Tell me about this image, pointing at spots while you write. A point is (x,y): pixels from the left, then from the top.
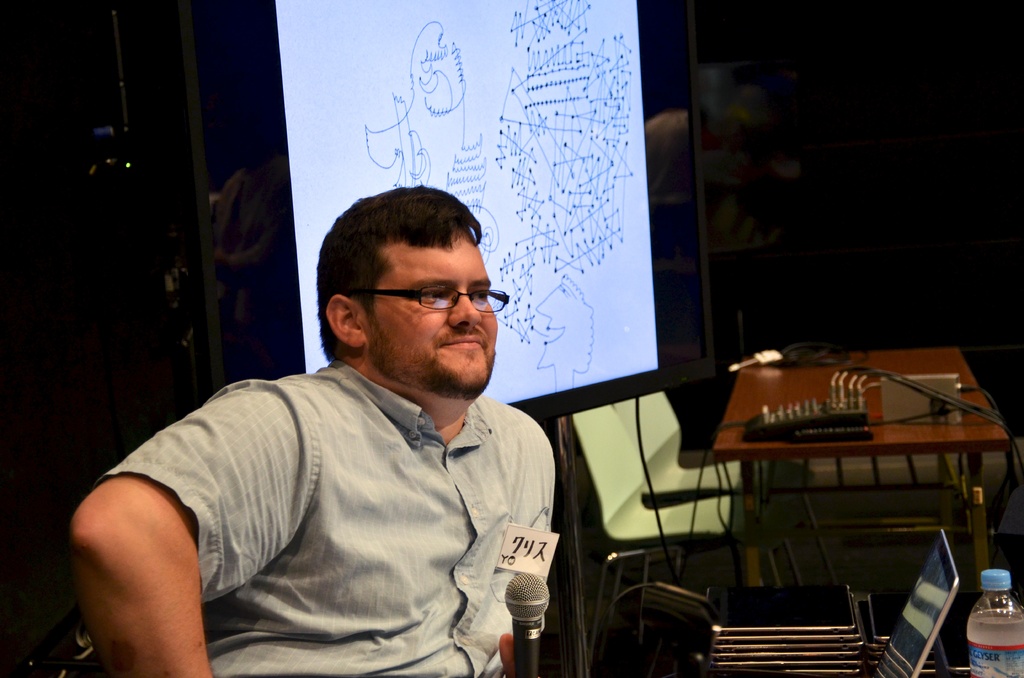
In this image i can see a man (416,553) sitting and holding a microphone (517,627) at the back ground (765,418) i can see a table (868,443), cables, chair (629,444) and a board (483,206).
